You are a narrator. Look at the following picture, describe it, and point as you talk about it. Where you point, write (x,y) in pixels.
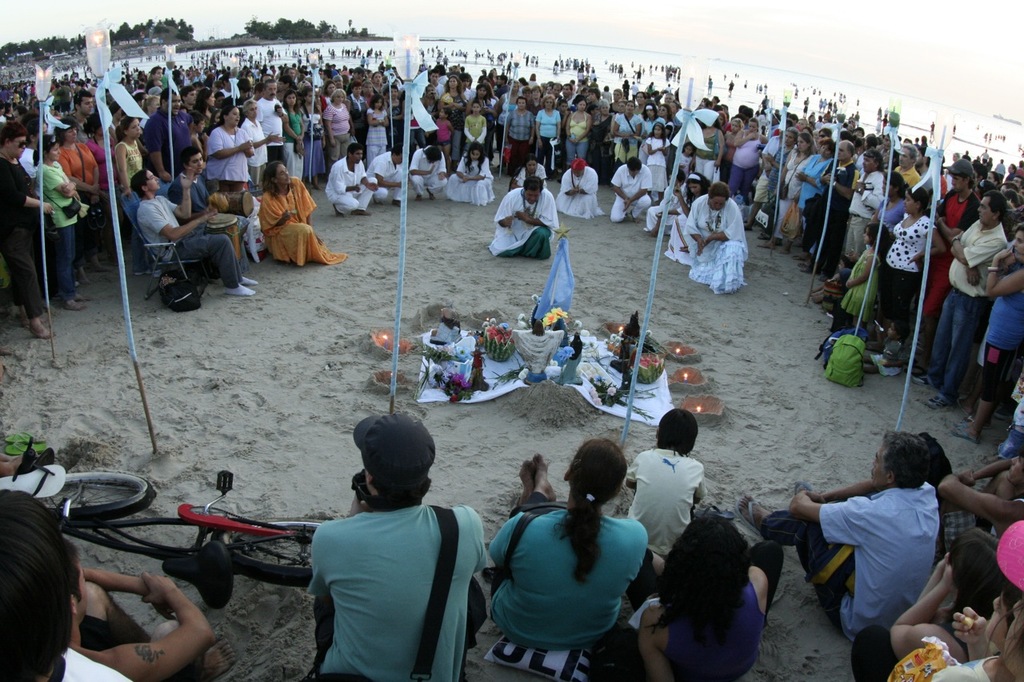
There are people (451,132). We can see bicycle (112,479), foot wear (50,481), light poles (43,73) and objects (589,333) on sand (429,264). In the background (767,86) we can see water (915,108), people (362,67), trees (332,34) and sky (797,42).
